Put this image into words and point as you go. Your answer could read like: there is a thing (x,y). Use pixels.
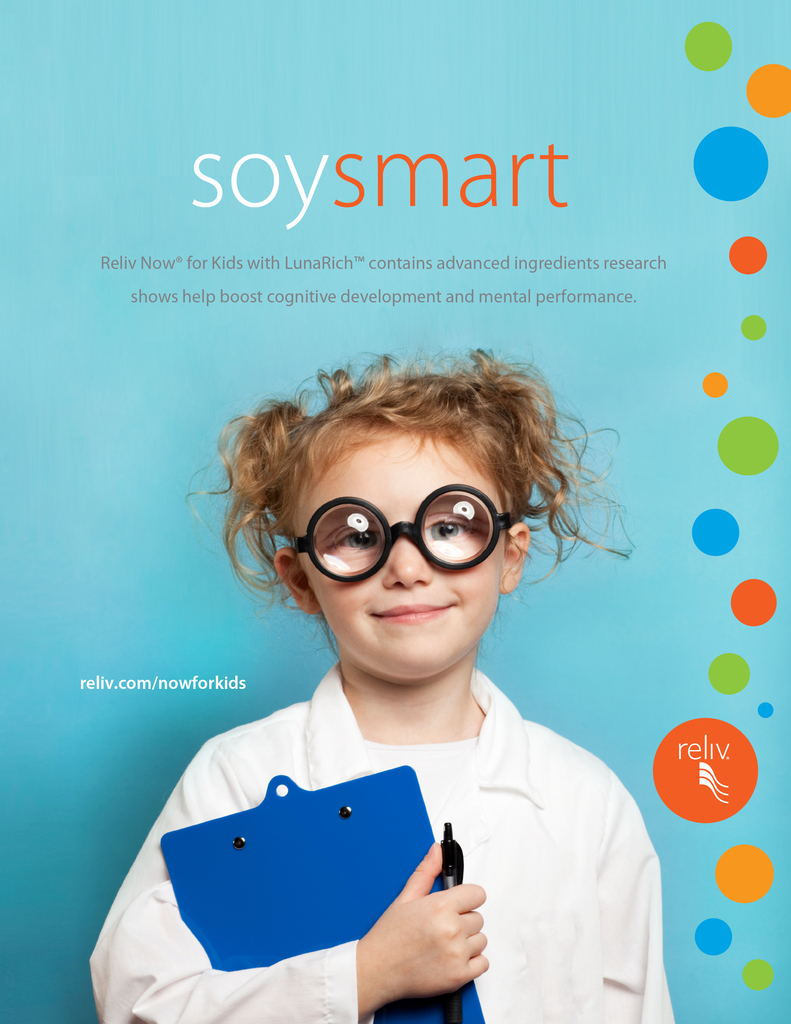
In this image, we can see a kid (272,444) standing and holding a blue color pad (287,860), in the background (40,976) we can see a poster (691,519).
